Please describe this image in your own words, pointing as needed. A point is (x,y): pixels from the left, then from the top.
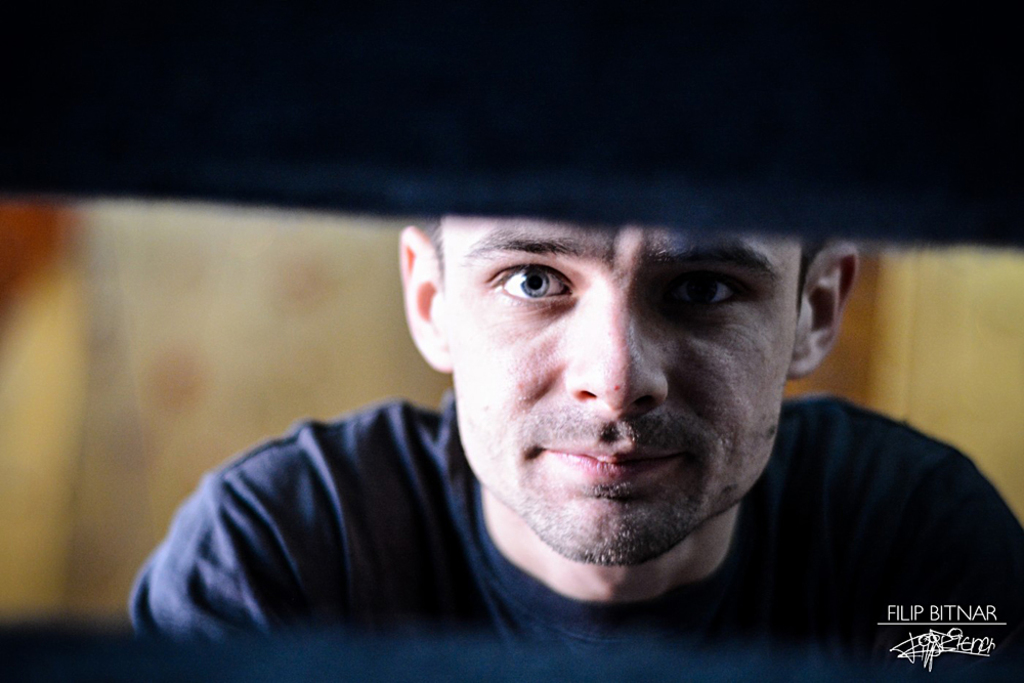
In this picture we can observe man (450,463) wearing a t-shirt (426,487). We can observe a watermark (922,616) on the right side (951,637). The background (191,327) is completely blurred.
